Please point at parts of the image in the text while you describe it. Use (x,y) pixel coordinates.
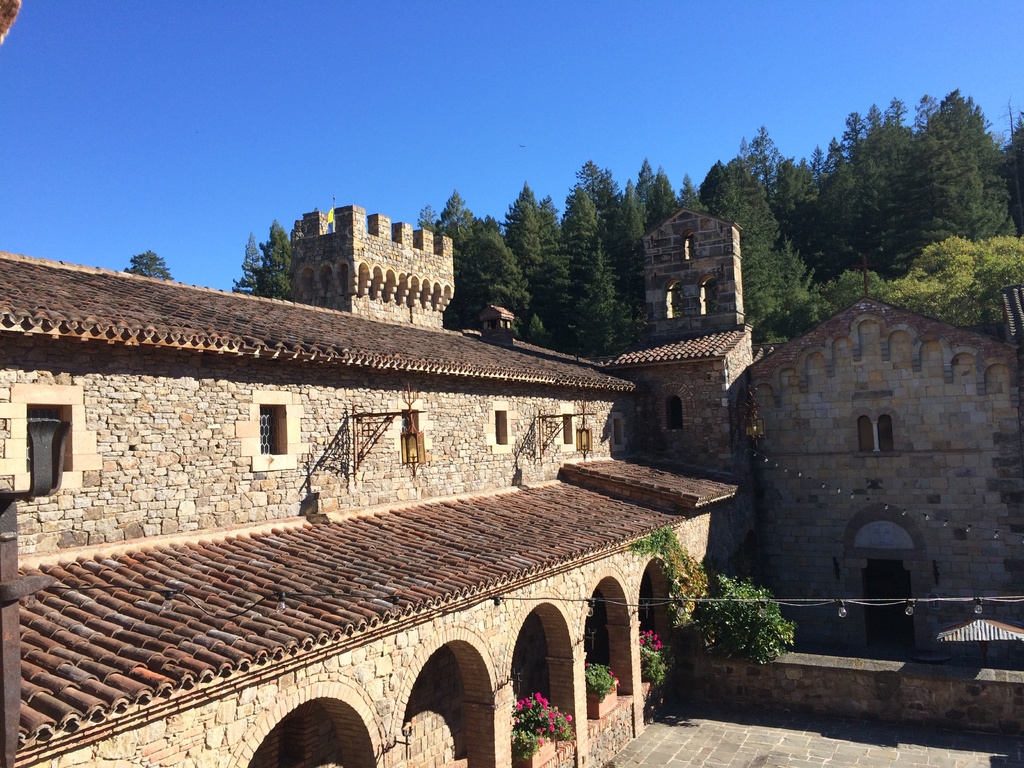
On the left side (209,557), we see a building (234,615) which is made up of the stones (331,676). Behind that, we see a castle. At the bottom (735,719), we see the pavement (795,734) and the plants (646,660) which have the pink flowers (550,718). On the right side (886,496), we see a castle (854,463). There are trees (996,275) in the background (466,315). At the top (224,234), we see the sky (283,119), which is blue in color.
